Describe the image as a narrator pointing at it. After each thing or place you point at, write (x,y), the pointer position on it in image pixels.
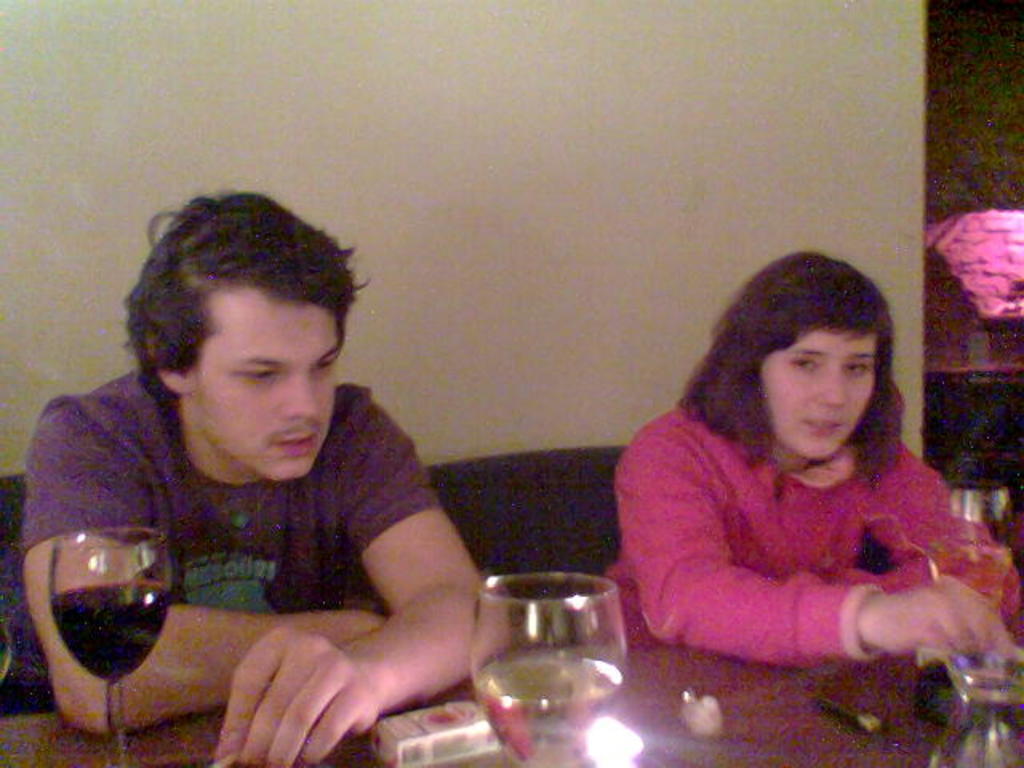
In this picture there is a man (293,516) and a woman (747,503) sitting in this chair (493,551) in front of a table (647,681) on which some wine glasses (535,665) were placed. In the background (488,108) there is a wall (378,124).
